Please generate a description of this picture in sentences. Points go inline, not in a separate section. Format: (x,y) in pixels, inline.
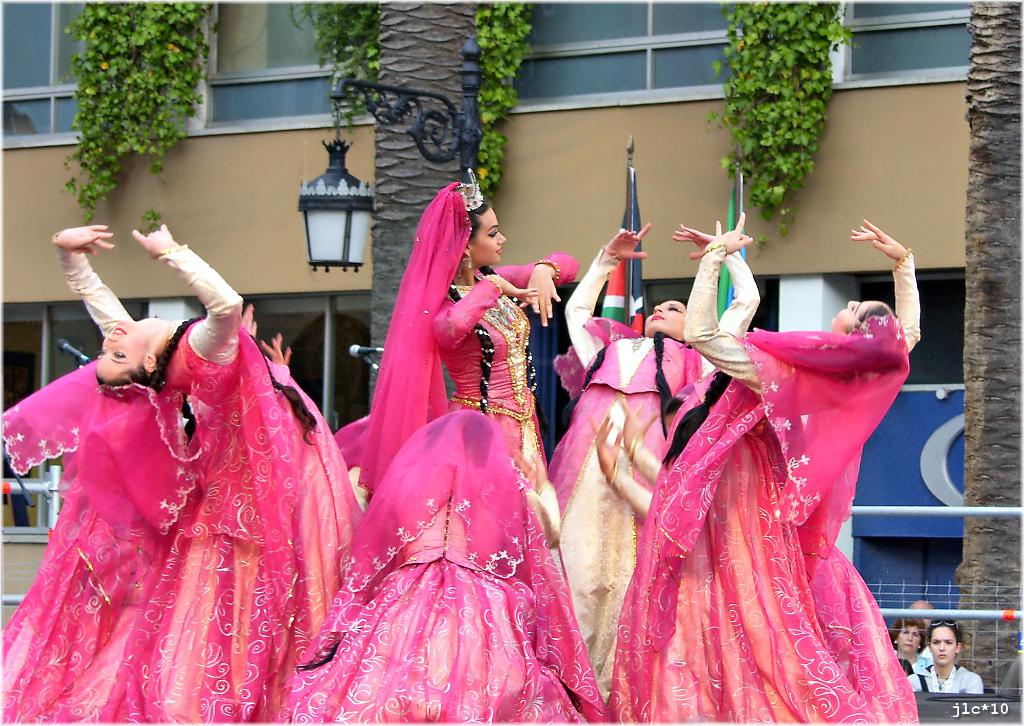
In this image I can see the group of people (348,539) with pink and cream color dresses (518,543). In the background (899,658) I can see the mics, few more people (912,667) and the railing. I can also see the light pole (355,184), trunks (418,60) of the trees (396,160) and the building (361,167) with plants (367,77).
